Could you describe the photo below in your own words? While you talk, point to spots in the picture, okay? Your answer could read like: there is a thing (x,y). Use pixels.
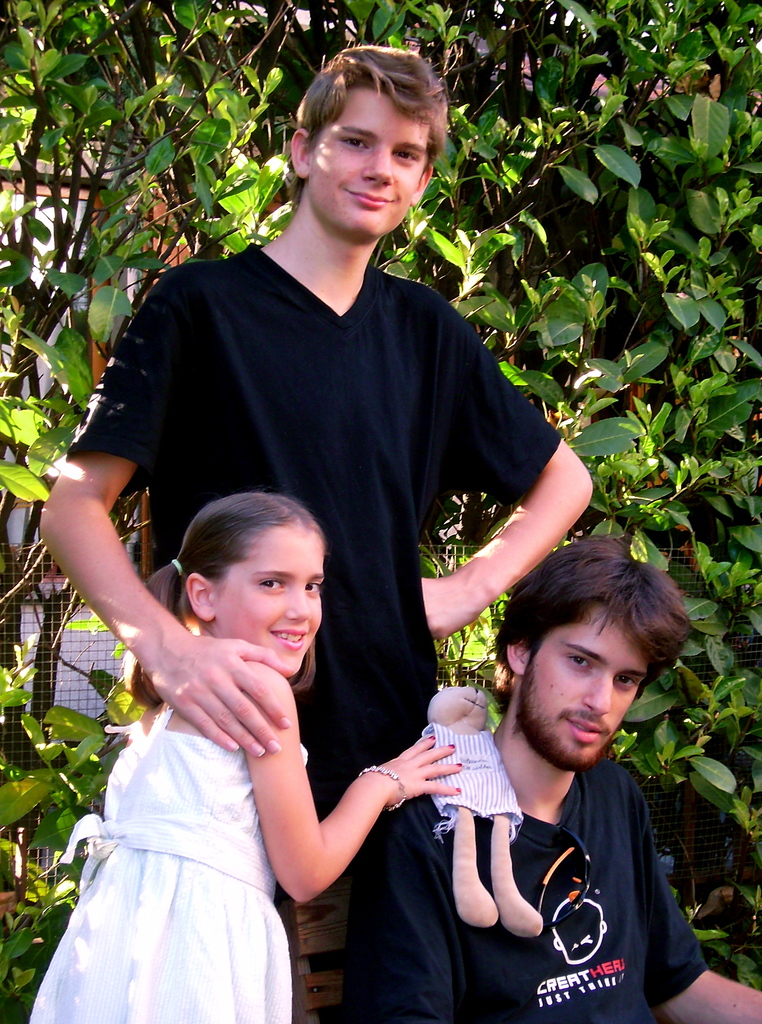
In this image I can see a person (350,430) wearing black dress (361,341), a girl (224,775) wearing white dress (163,804) and another person (582,889) wearing black t shirt (625,864). In the background (50,634) I can see the metal fencing (64,626) and a tree (199,91) which is green in color.
